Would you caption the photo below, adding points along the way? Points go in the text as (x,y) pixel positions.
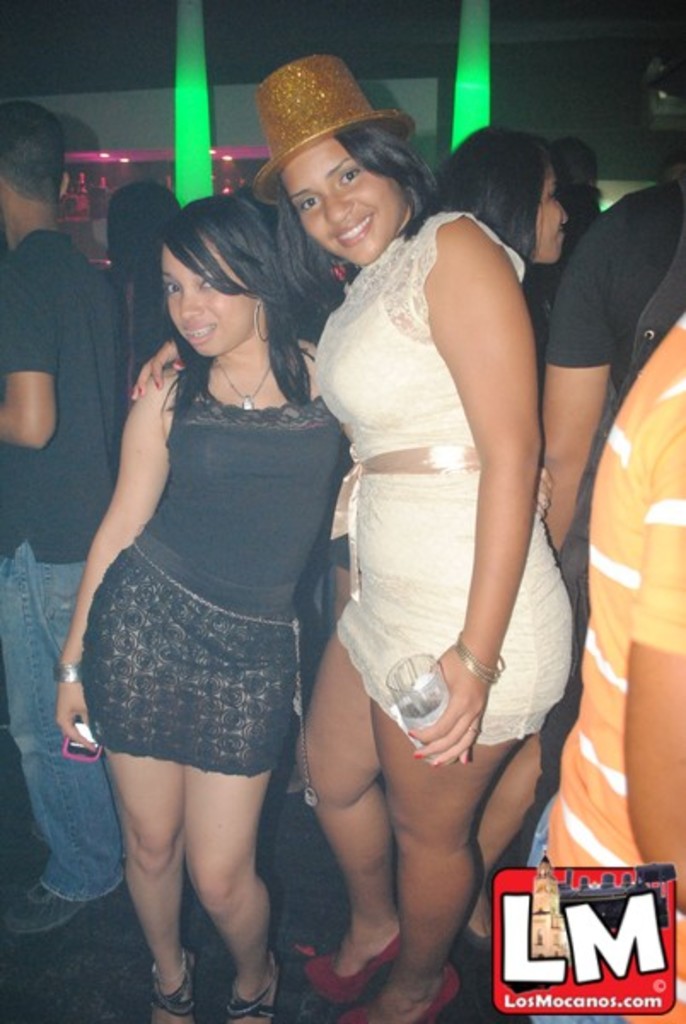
The woman (405,295) in white dress (450,506) and the woman (340,468) in black dress (284,569) are standing in front of the picture. She is holding the glass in her hands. Both of them are smiling. Behind them, we see people (679,323) standing. In the background (187,140), we see the green color cloth (191,121) and a wall (235,111) in white color.
